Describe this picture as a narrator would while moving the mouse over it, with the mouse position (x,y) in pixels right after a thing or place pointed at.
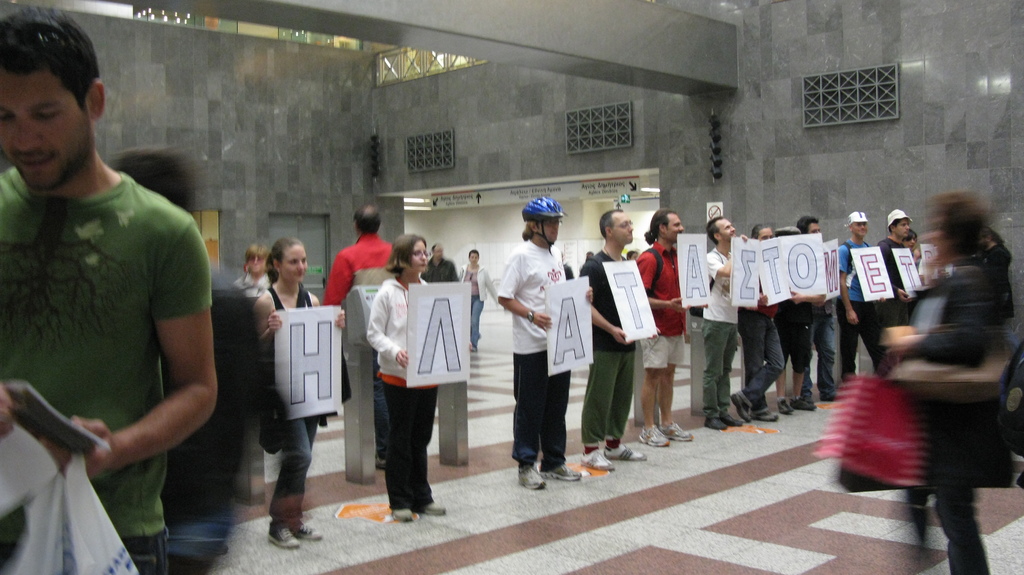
In this image I can see some people (759,321) are holding the boards (420,357) with some text (304,370) written on it. In the background (226,139), I can see the wall (387,106).
